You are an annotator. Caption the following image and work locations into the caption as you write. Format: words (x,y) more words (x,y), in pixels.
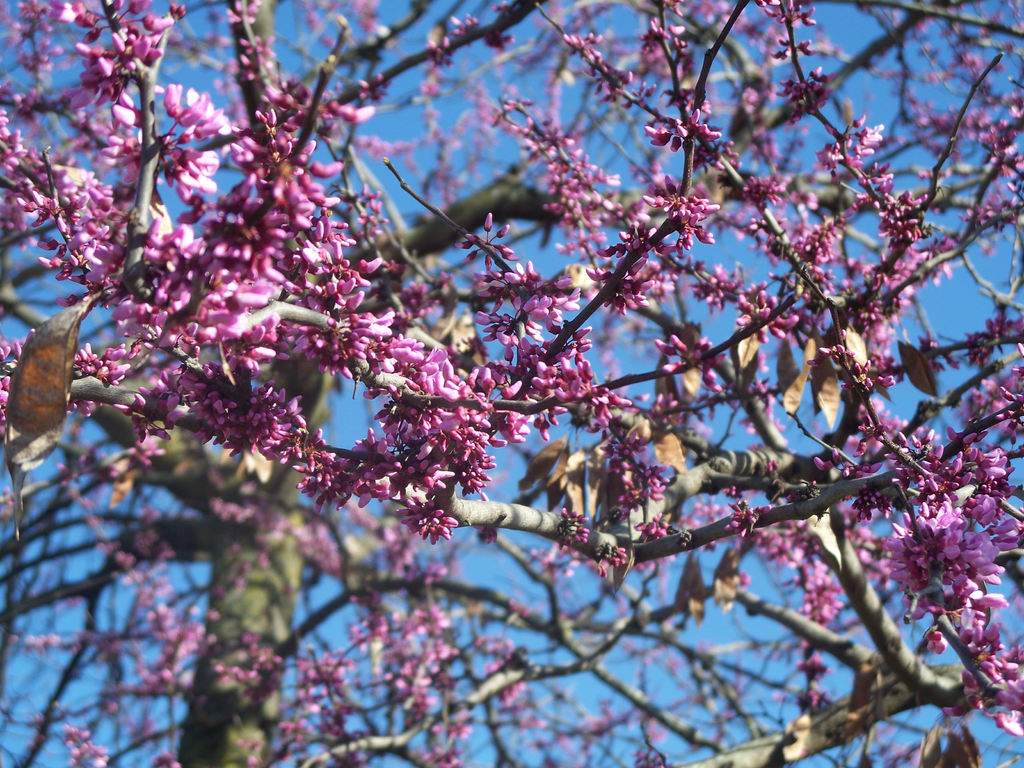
In the picture we can see a part of the tree (882,208) with pink color flowers (964,589) and from the tree (290,163) we can see a part of the sky (196,573).
